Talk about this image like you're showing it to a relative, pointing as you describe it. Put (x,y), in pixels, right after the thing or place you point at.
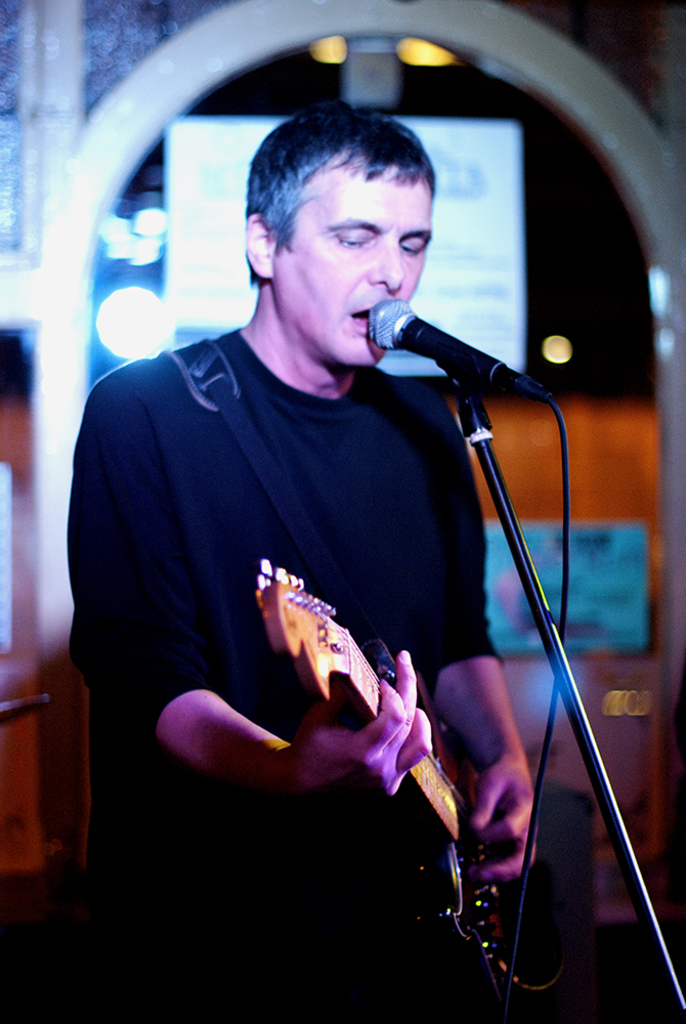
In this image I see a man (178,619) who is holding a guitar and is in front of a mic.
